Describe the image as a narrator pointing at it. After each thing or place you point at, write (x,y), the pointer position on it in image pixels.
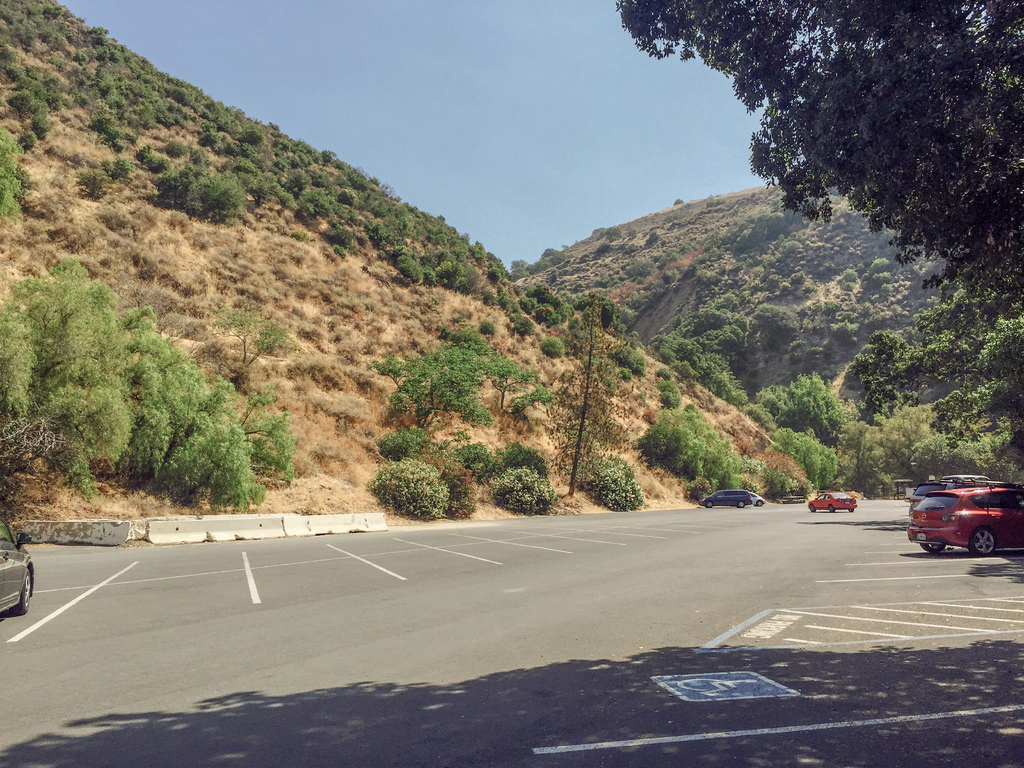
In this image in front (675,601) there are cars (1015,522) on the road (669,617). In the background of the image (603,392) there are trees (590,338) and sky (555,79).
